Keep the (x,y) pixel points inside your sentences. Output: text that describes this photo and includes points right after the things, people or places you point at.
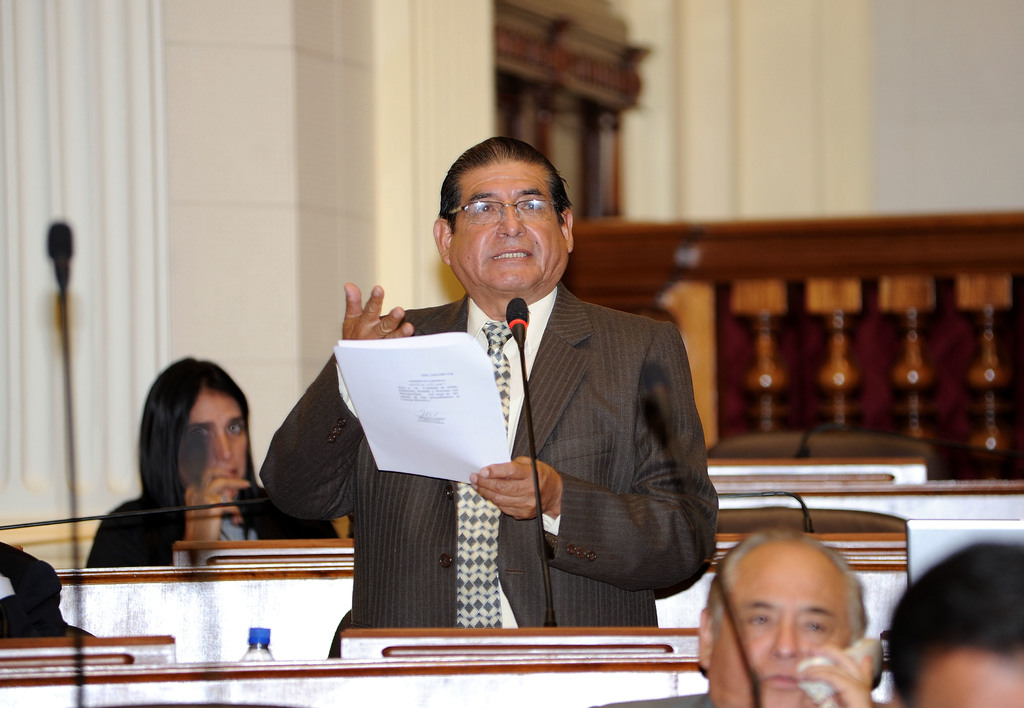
In this image there are a few people (412,496) sitting on their chairs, in front of them there is a wooden table (160,653) with mics (74,448) on it and there is a water bottle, one of them is standing and holding some papers (422,440) in his hand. In the background (480,124) there is a wall (711,108) and there is a wooden fence (835,300).
